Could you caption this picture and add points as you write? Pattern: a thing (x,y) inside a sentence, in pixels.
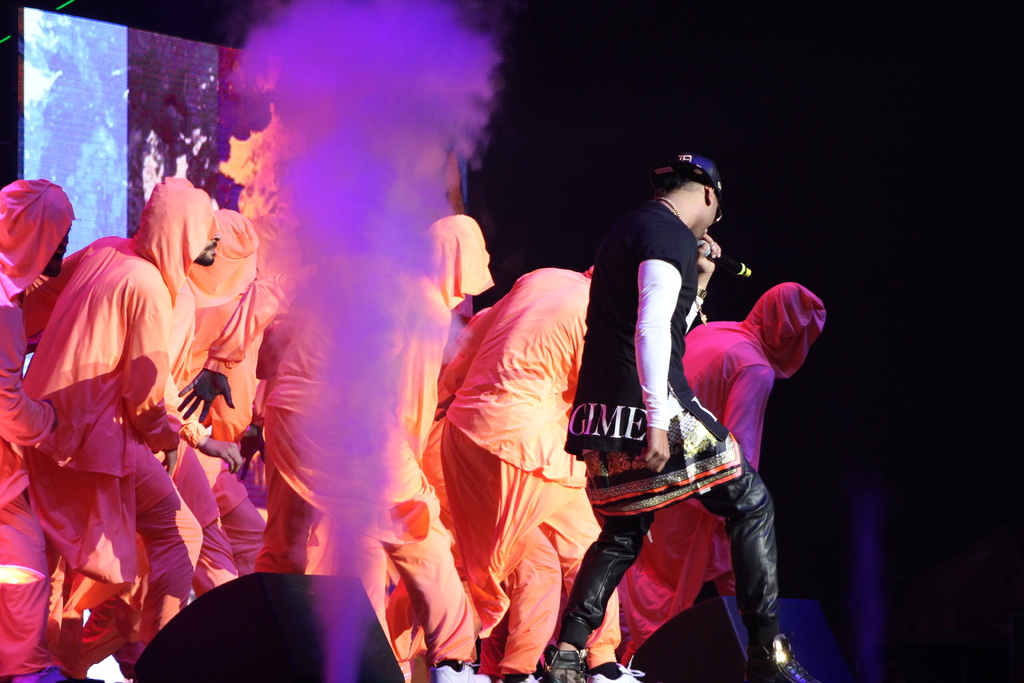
In this image we can see a person (658,296) standing, singing a song by using a mic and also some people (444,489) behind him. We can also see some smoke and speakers (315,614).
